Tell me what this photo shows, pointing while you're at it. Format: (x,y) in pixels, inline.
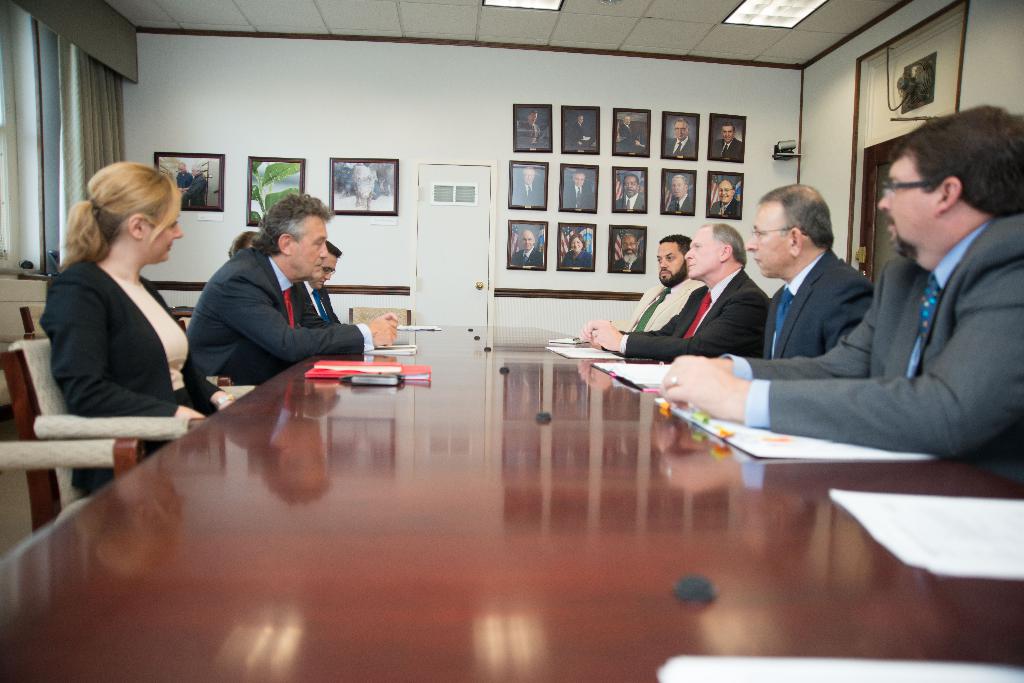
In this image I can see group of people (87,363) on chairs (54,455) in front of each other. On this wall (351,137) I can see photos (681,201) of different people (569,257). I can also see a door (472,270) and a curtain (90,117) over here.
